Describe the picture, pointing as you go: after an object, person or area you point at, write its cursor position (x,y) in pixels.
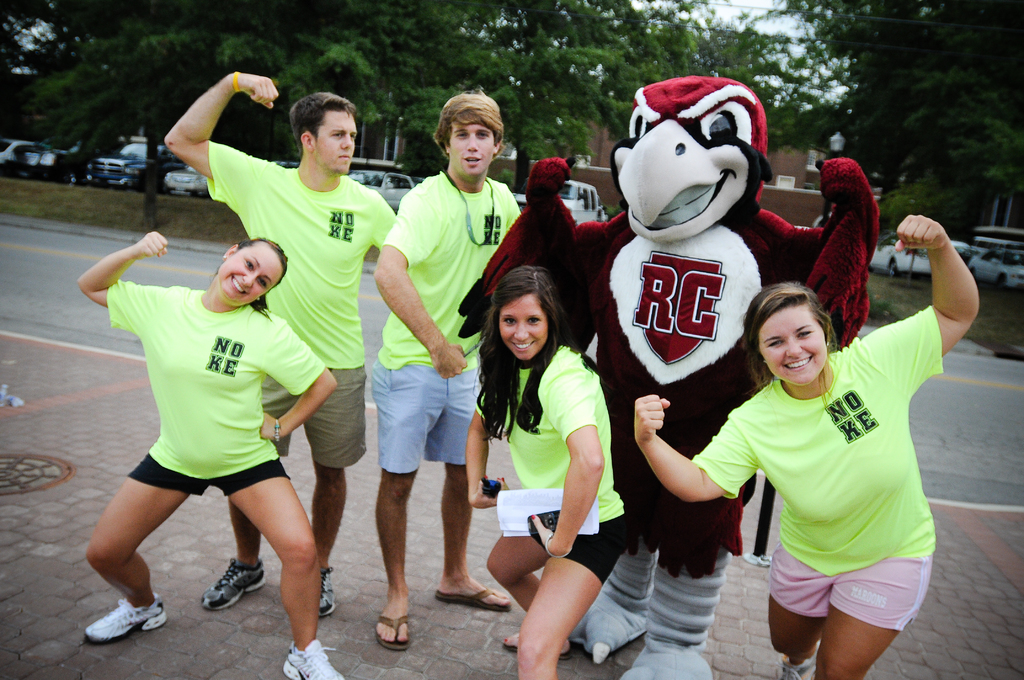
In the foreground of this image (335,353), there are persons (818,491) standing on the pavement (452,650) and posing to the camera and also a person (669,269) wearing a toy costume (726,249). In the background (88,234), there is the road (77,236), trees (1001,47), vehicles (580,208) and the building (604,159).
